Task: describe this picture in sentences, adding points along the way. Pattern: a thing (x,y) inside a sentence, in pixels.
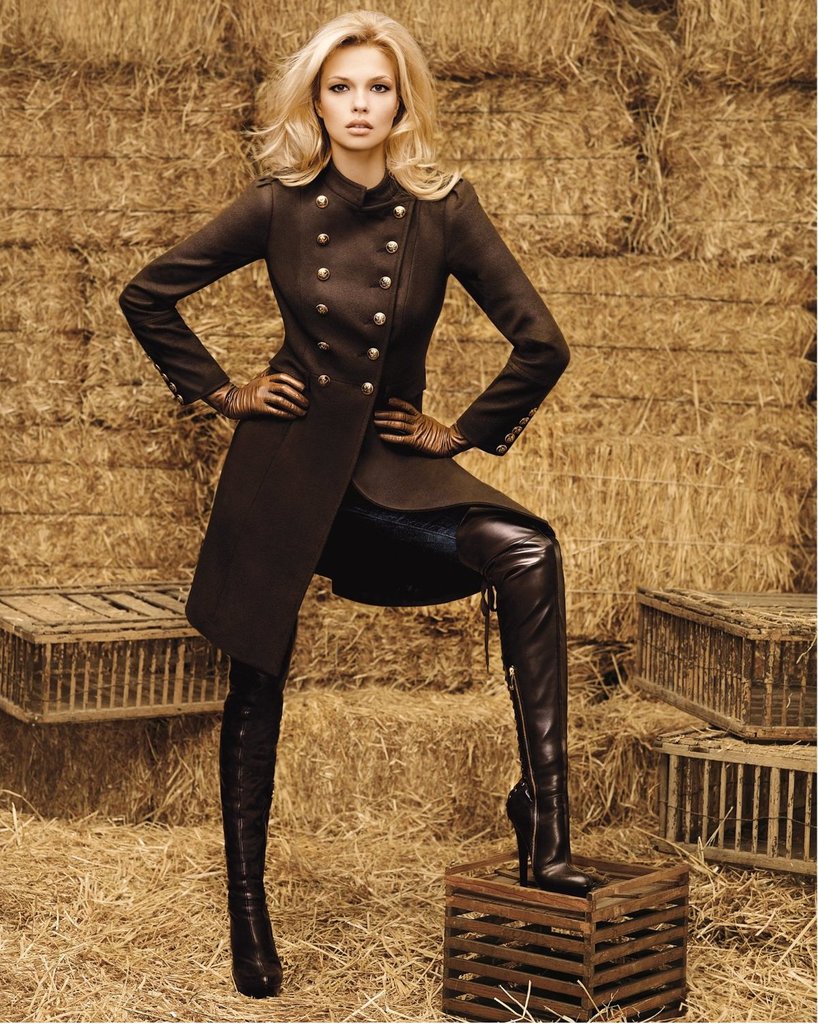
In the center of this picture (330,531) we can see a person (332,421) wearing black color jacket (357,313) and standing with her leg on a wooden object (634,927). In the background (752,780) we can see the grass (547,159) and some wooden objects (153,711).
